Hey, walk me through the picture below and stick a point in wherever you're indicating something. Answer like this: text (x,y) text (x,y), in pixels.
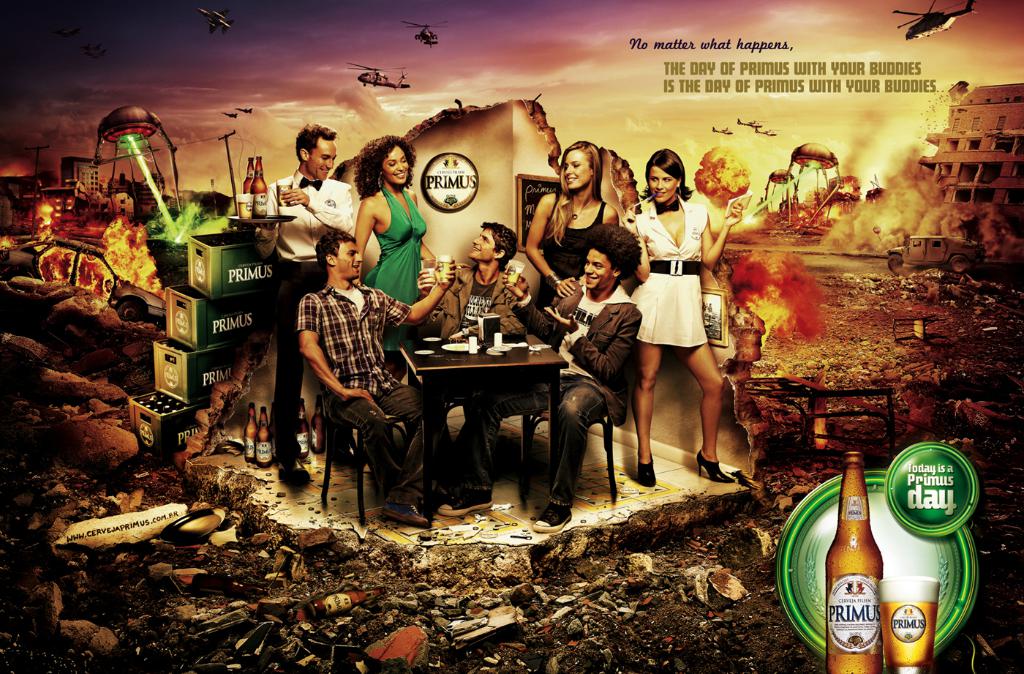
This is a magazine (646,269), there are group of people (371,290). Three people (432,278) are sitting and the remaining (413,230) are standing on the floor (596,460). In front of this people (511,255) there is a table (460,361) on the table (477,366) there is a plate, cup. The people (443,290) are holding the glasses (443,263). The man (310,258) in white shirt (294,230) holding a tray (289,218). Background of this people (390,250) is a battlefield (829,270).
